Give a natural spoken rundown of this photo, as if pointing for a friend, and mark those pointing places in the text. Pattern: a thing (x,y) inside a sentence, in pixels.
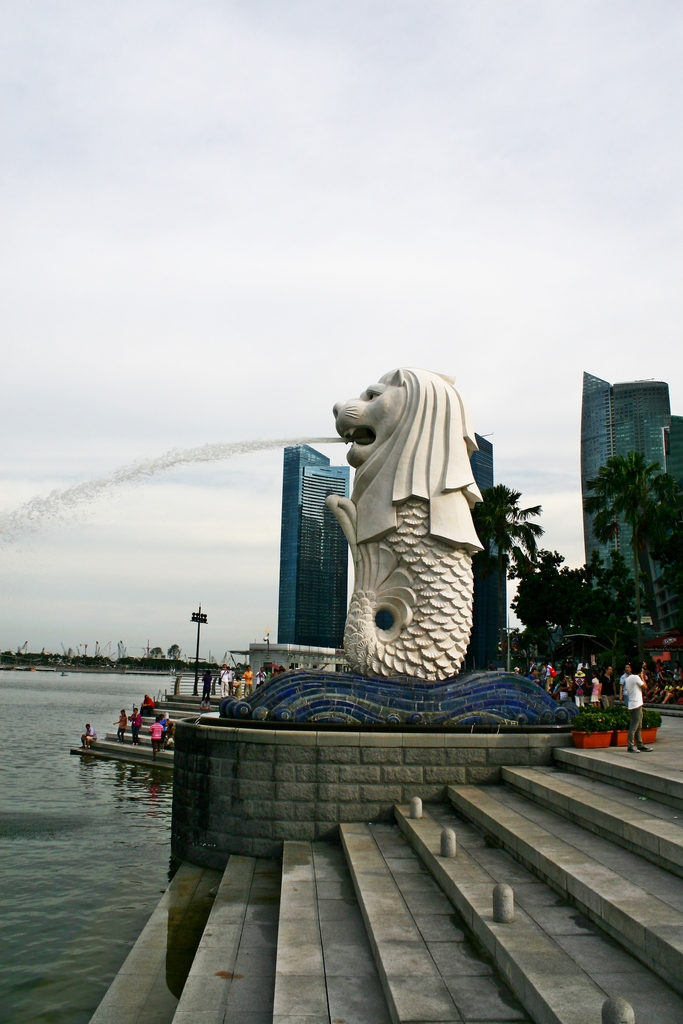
In the middle of the picture (453,622), we see a fountain (458,603) in the shape of half-lion and half-fish. At the bottom of that, we see a staircase (358,997). On the left side (96,913), we see a water body (58,830) and children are standing on the staircase (124,756). On the right side (610,676), we see people (630,695) standing on the road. There are trees (538,569), buildings (318,510) and poles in the background (611,659).
